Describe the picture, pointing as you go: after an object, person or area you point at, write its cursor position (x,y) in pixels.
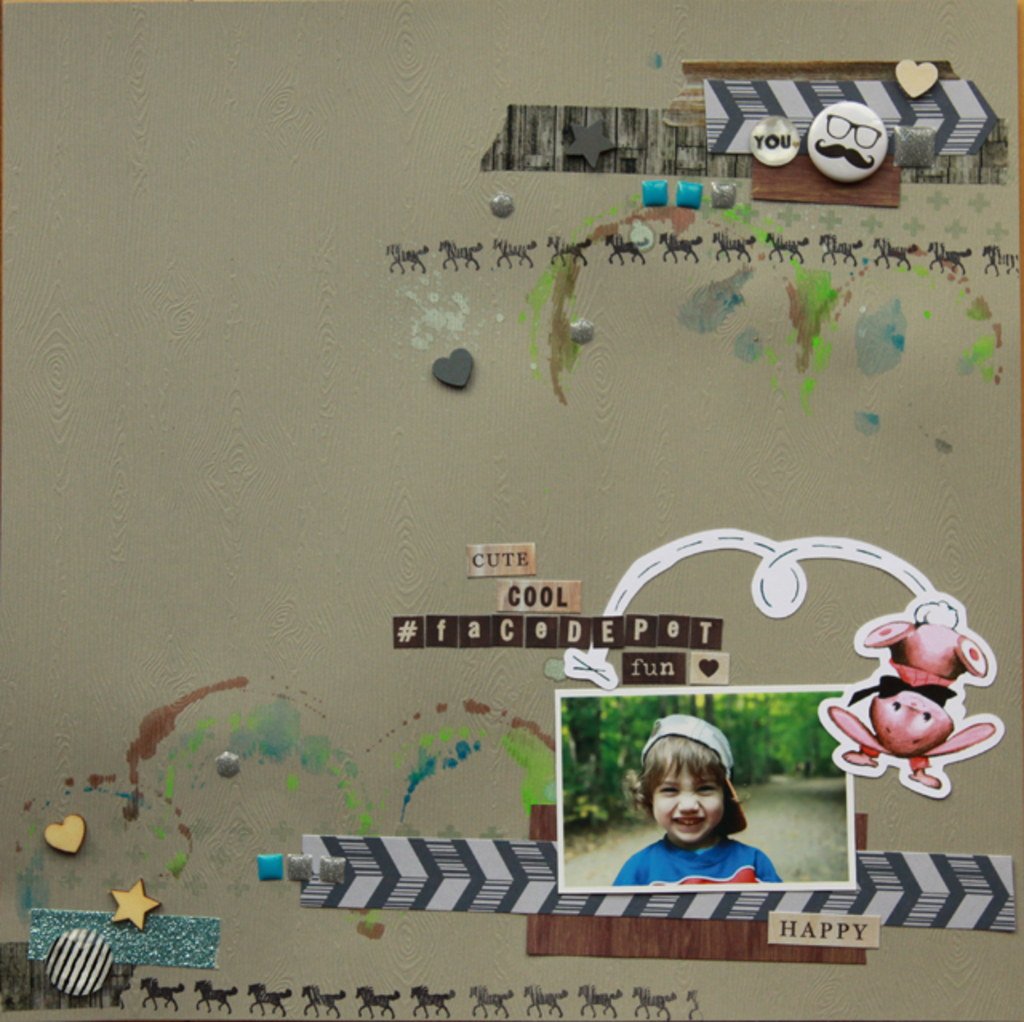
In this image I can see the photo (725,814) and I can also see the person (725,814) in the photo (748,799). In the background (160,957) I can see few paintings (256,1002) and few objects (147,952) attached to the page (332,396) and the page (332,396) is in grey color.
